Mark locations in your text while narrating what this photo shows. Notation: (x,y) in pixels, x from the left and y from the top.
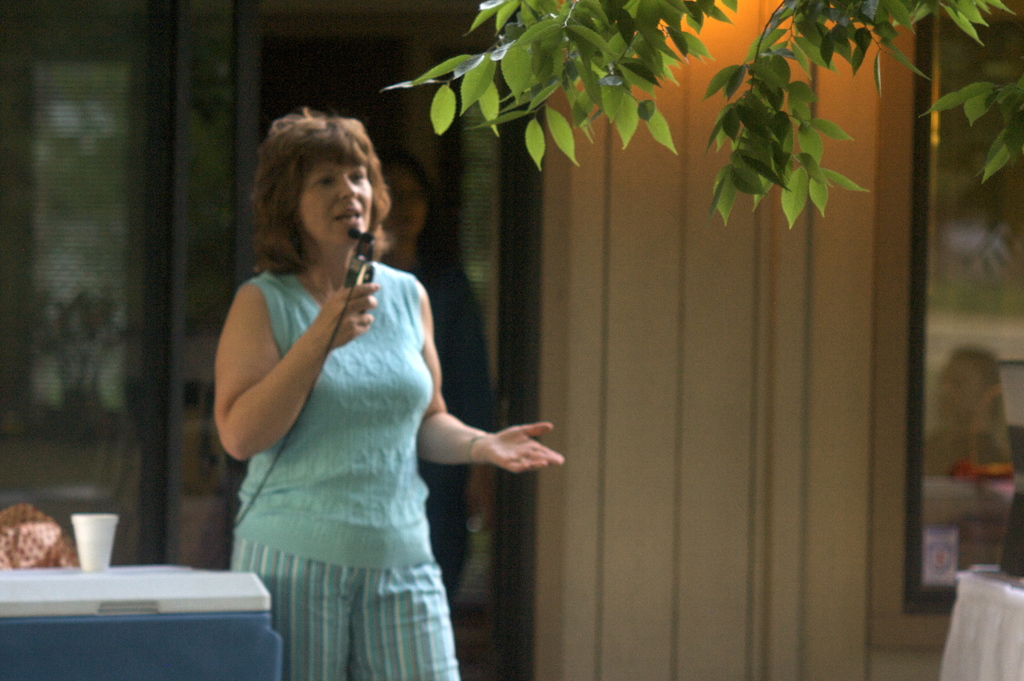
In this image there is a woman (287,376) standing and holding a mic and speaking in the center (363,335). On the right side (810,0) there are leaves (635,78) and on the left side (146,646) there is a table (173,618) and a white colour object (117,596) on the table (152,600) with the glass (87,552). In the background (445,296) there is a woman (434,270) and there is a wall (689,348).
